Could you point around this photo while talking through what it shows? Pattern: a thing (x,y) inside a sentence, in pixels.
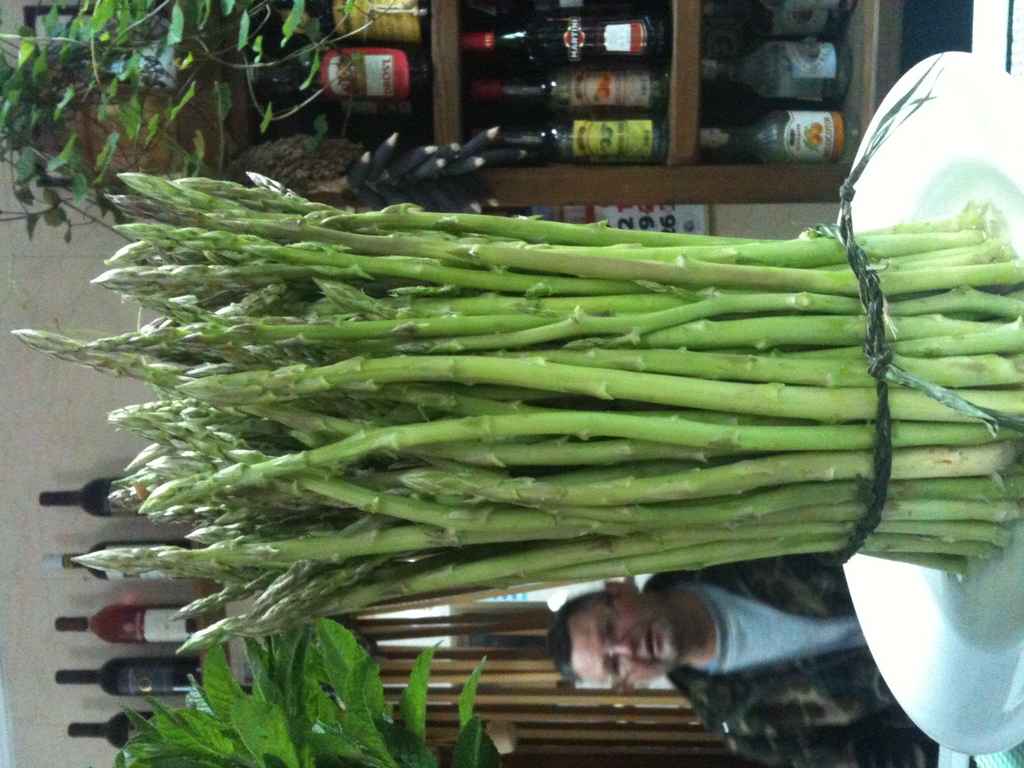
On the right side (973,311) there is a plant (623,317) in a platter (869,184). On the foreground (373,687) there is a plant (314,689). To the left (66,524) there are bottles (103,677). In the background (750,584) there is a person (787,717) standing. On the top of the background (799,22) there is a closet (444,99) and house plant (138,88), in the closet (434,75) there are wine bottles (801,89).
